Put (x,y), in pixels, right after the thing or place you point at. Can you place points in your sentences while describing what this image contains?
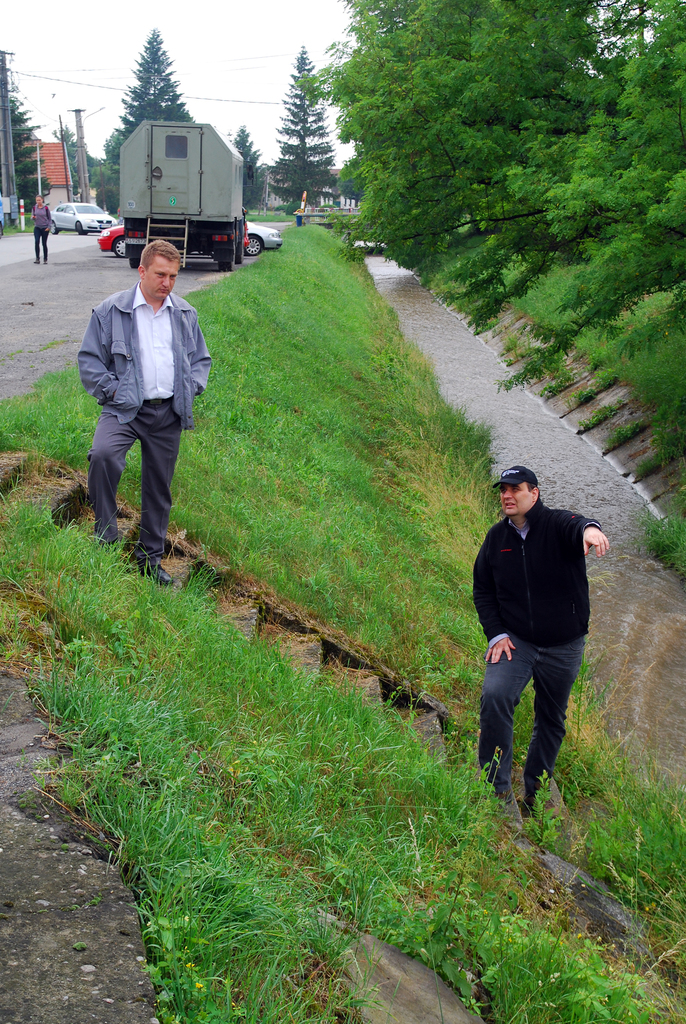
On the right (503,596) there is a man (515,500) who is wearing black dress (503,610). He is standing on the stairs (441,704), beside him we can see the water (676,608) and grass (384,739). On the left (149,246) there is another man (114,310) who is wearing jacket (110,319), shirt (149,374), trouser (112,452) and shoe (111,549), beside that we can see the trucks (143,205) and cars (100,235) on the road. In the background (685,164) we can see many trees (536,129), electric poles (12,138) and building (60,174). At the top (233,4) there is a sky (230,45).
